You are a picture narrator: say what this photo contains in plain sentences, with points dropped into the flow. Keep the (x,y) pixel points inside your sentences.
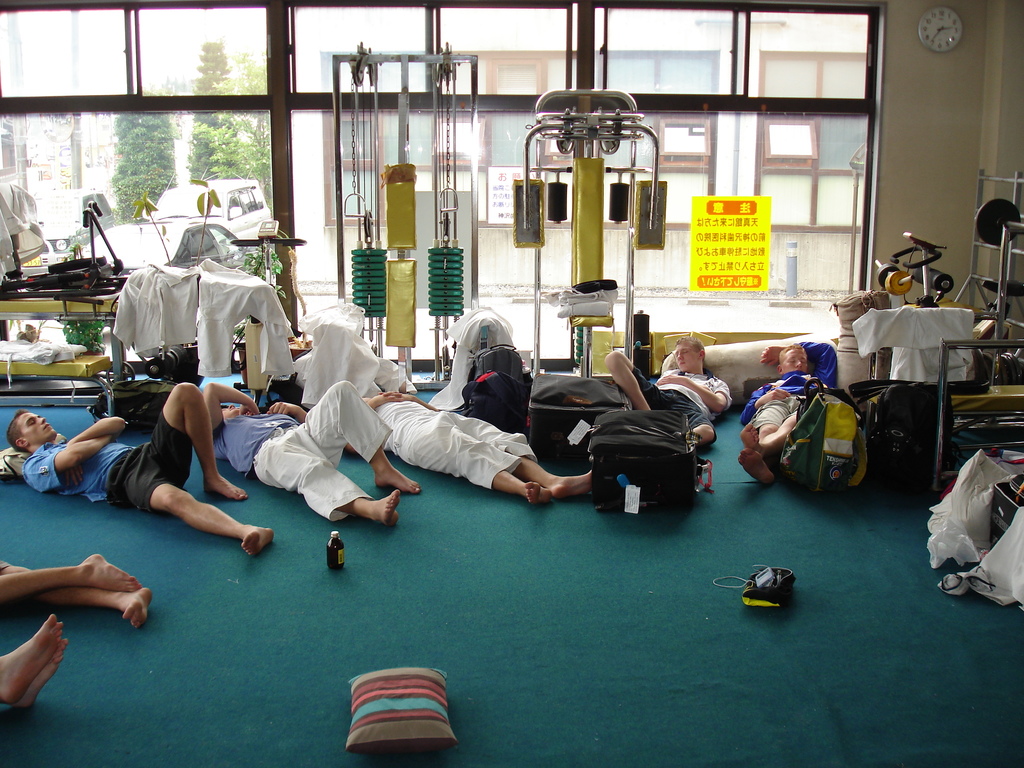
As we can see in the image there are few people (195,443) here and there sleeping. There are clothes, gym equipments (340,254), trees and buildings (332,265).
